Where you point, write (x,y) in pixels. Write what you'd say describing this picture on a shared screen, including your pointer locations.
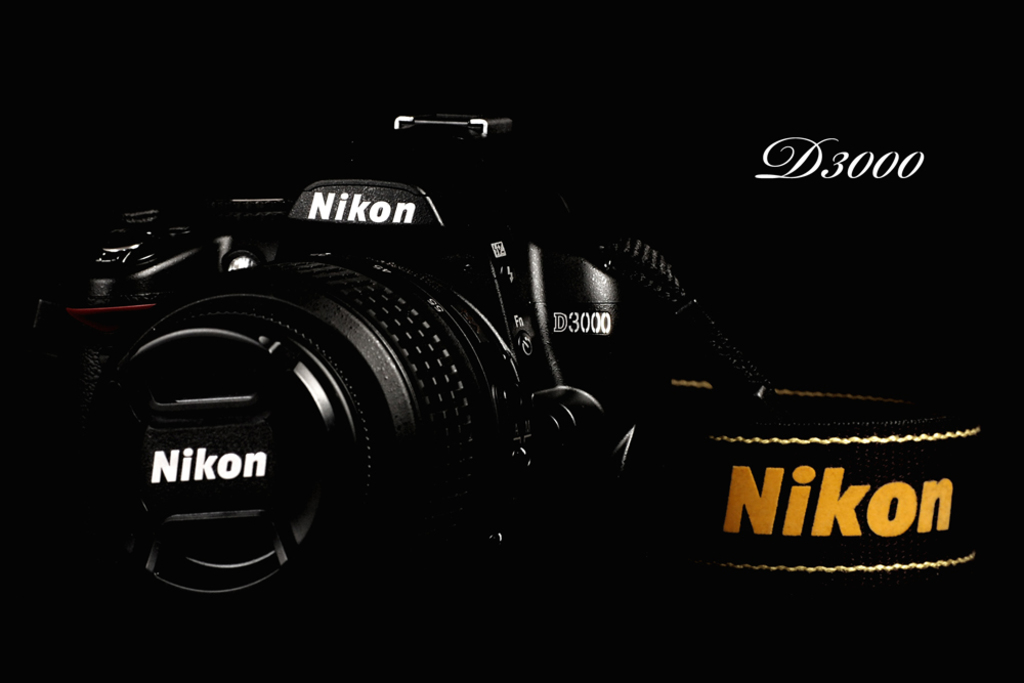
In the foreground of this picture (529,423), there is a camera (416,334) and text (904,501) written on it as "nikon"
